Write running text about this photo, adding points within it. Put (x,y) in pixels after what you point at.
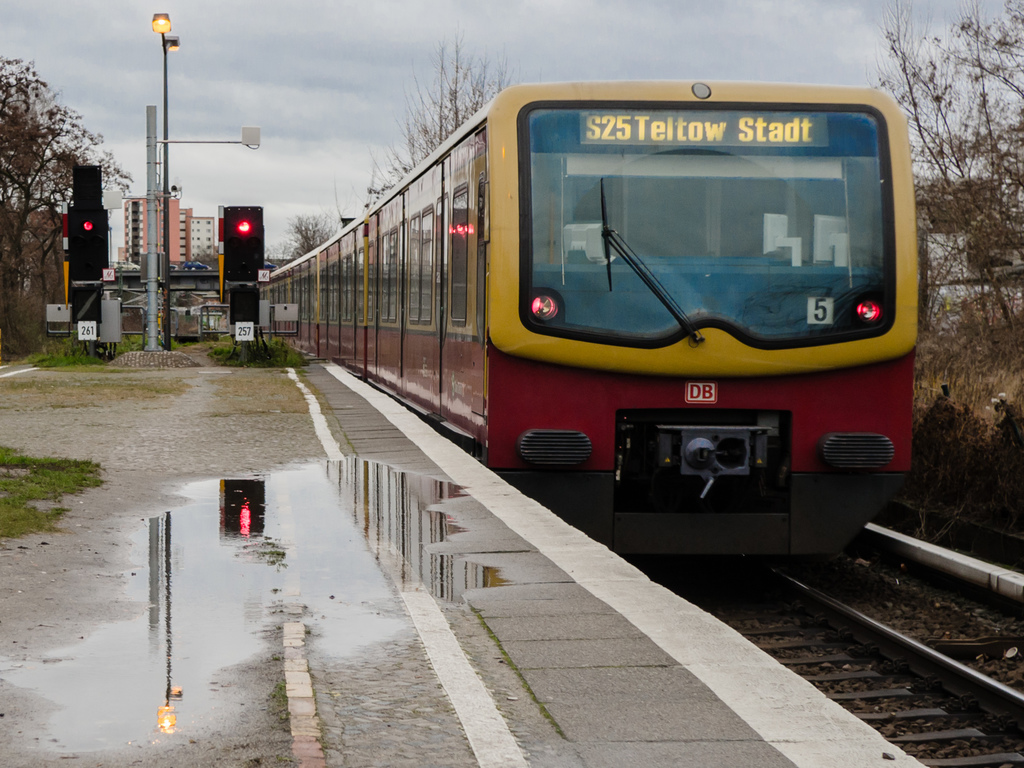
In this image, we can see a train (383,362) on the track (741,588). There are poles (168,287) and signal lights (241,247) on the platform (213,435). There is a tree (45,223) in the top left (16,201) and in the top right of the image (948,189). There is a sky (648,28) at the top of the image (535,28).
